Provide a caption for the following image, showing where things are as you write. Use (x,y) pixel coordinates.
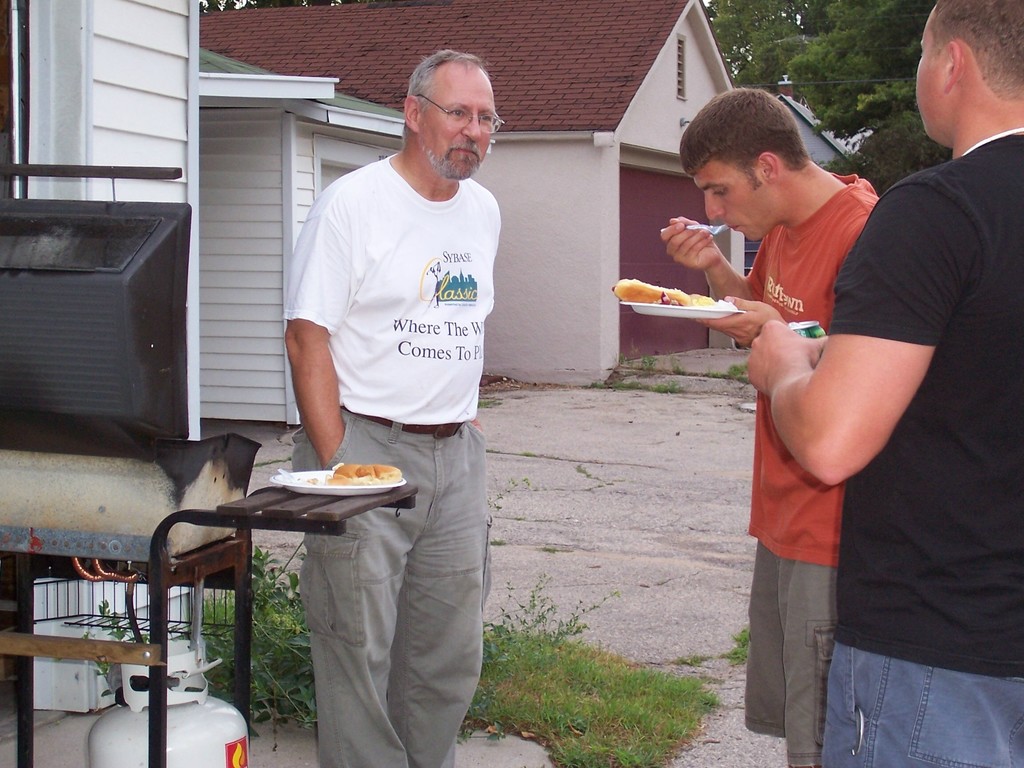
In this picture there is a man (463,249) who is wearing white t-shirt (454,263), spectacle (443,116) and pants (454,630). He is standing near to the table (323,498). On the table (367,502) we can see a white plate (382,484), bread (368,480) and tissue paper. On the right (962,272) there is a man (947,450) who is wearing black dress (971,429) and jeans (948,683). He is holding can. Beside him we can see another man (785,206) who is wearing t-shirt (770,445) and short (805,679). He is holding plate (680,311) and spoon (716,236). In the background (89,80) we can see building (582,280). On the top right (875,38) we can see trees (825,111). Here we can see shelter (656,232). On the bottom (509,696) we can see grass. Here it's a sky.
